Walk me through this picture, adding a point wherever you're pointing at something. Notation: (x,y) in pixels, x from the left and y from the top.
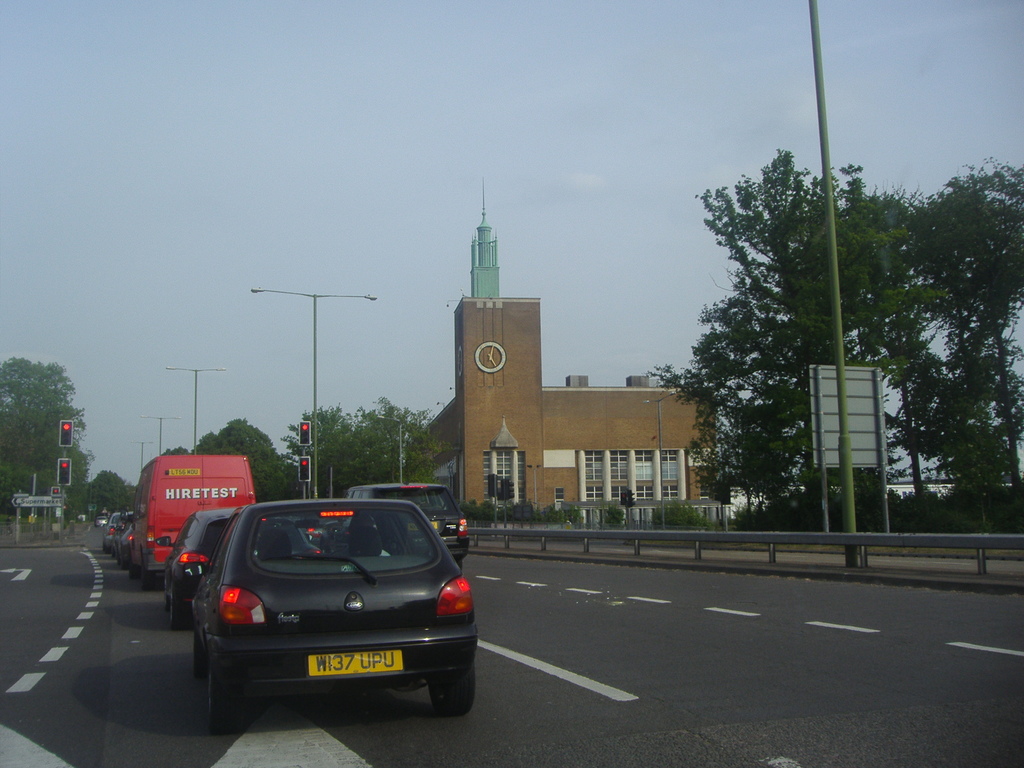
This is the picture of a city (707,379). In this image there are vehicles (319,610) on the road (514,743). At the back (515,420) there are buildings (560,492), trees (778,392) and poles (630,496) and there is a clock (485,345) on the building (473,371). On the right side of the image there is a railing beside the road (973,619). At the top (413,208) there is sky (342,208). At the bottom (828,668) there is a road (869,641).
